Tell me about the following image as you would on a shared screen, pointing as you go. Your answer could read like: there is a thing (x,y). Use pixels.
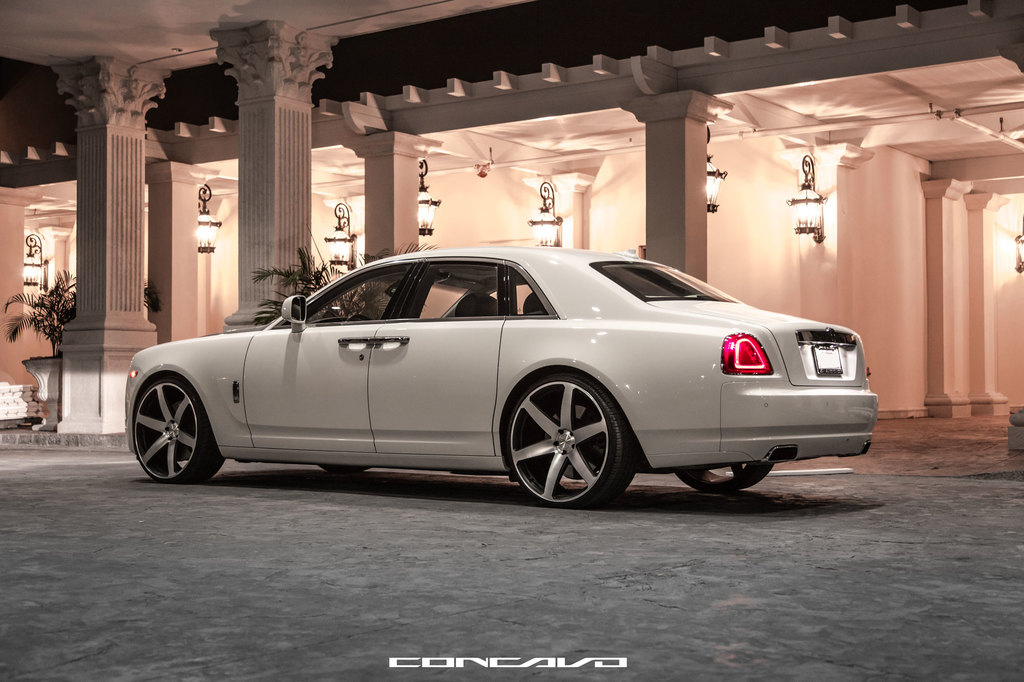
In this image we can see a car (623,446) on the road (438,504). In the background of the image (403,179) there is building (404,149). There are pillars (384,140). There are lights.
